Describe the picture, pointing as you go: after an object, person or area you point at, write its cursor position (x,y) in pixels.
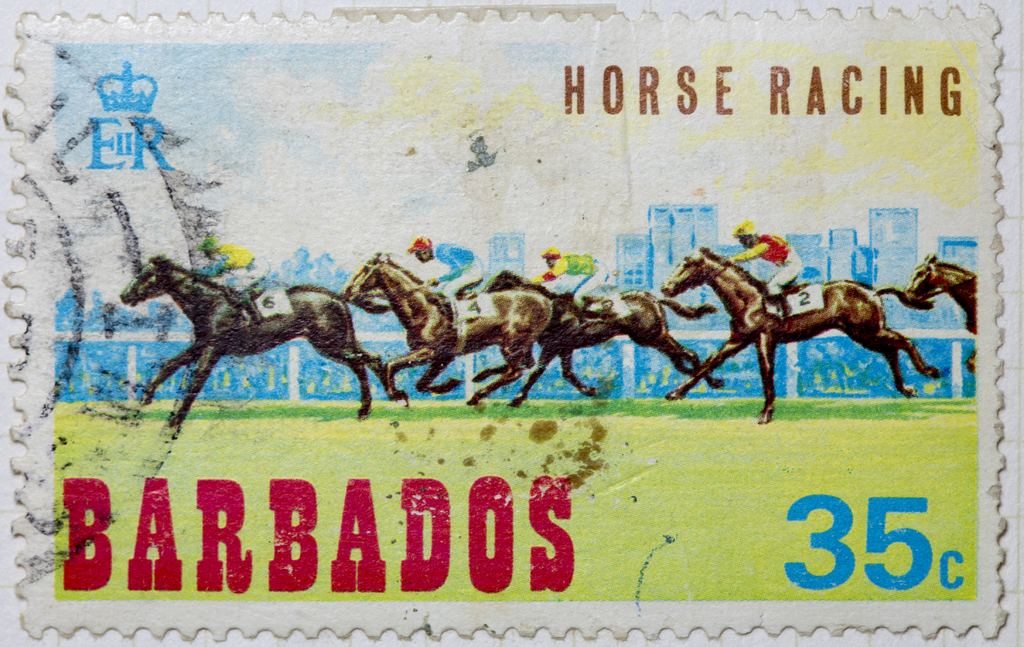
In this picture I can see a painting (524,410) of people (217,268) sitting on the horses (500,279). Here I can see some names (507,576) written on it.
